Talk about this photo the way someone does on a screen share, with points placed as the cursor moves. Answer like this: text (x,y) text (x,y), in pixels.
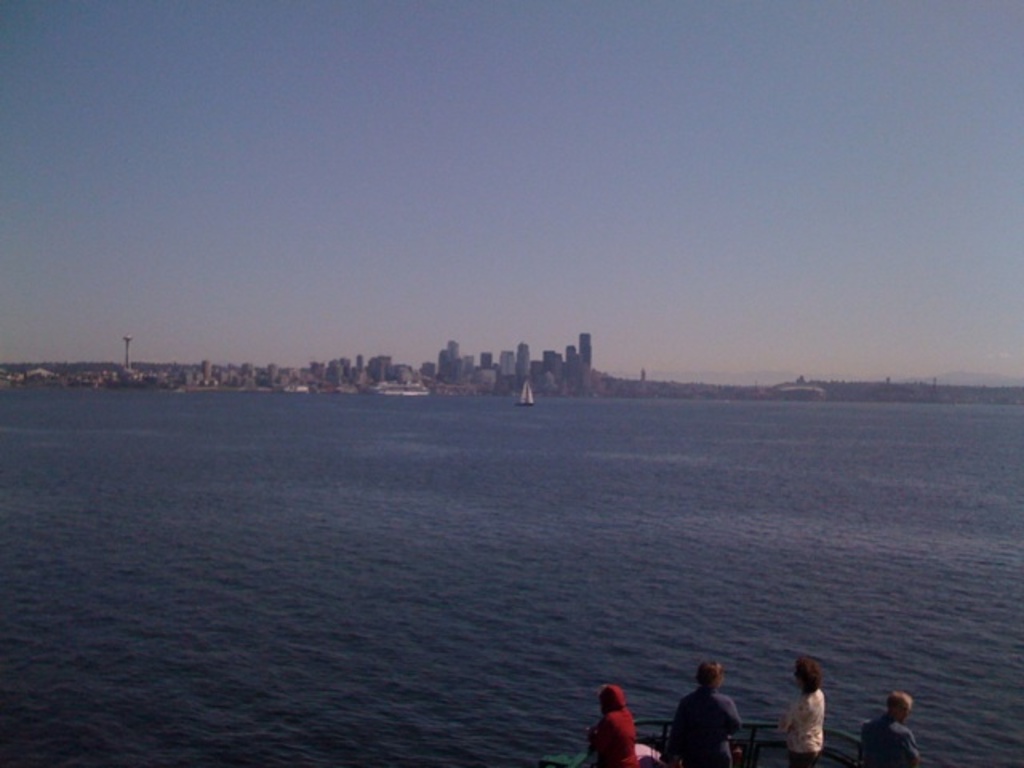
In the foreground of this image (561,525), we can see a sea (501,583) and on bottom (769,728) there are four persons (795,727) on a boat (750,754). In the background (152,369), there are buildings (140,372), towers (127,354), trees (88,363), the sky (109,321) and the cloud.
